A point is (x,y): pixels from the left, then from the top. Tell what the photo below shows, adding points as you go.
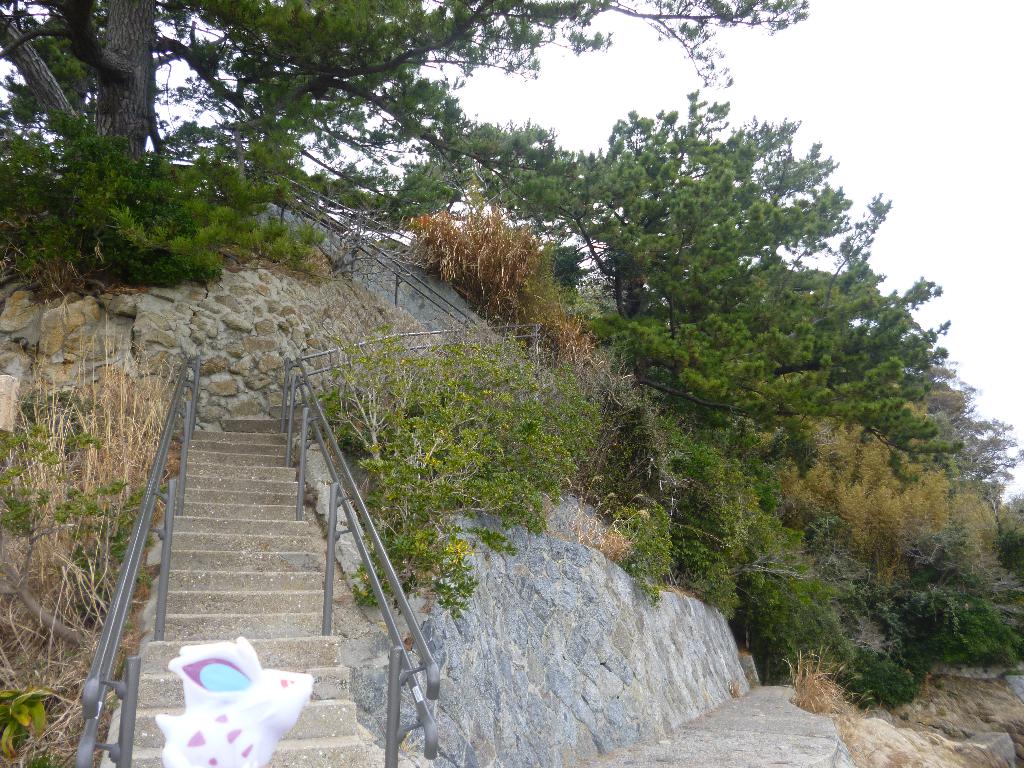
In this image there are steps (234,513) in the middle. At the top (186,169) there is a tree (210,192) with the green leaves (259,47). On the right side (707,310) there are so many trees (554,229) on the rock (421,313). At the top (901,72) there is the sky (901,72). There are railings (154,502) on either side of the steps (229,539).
